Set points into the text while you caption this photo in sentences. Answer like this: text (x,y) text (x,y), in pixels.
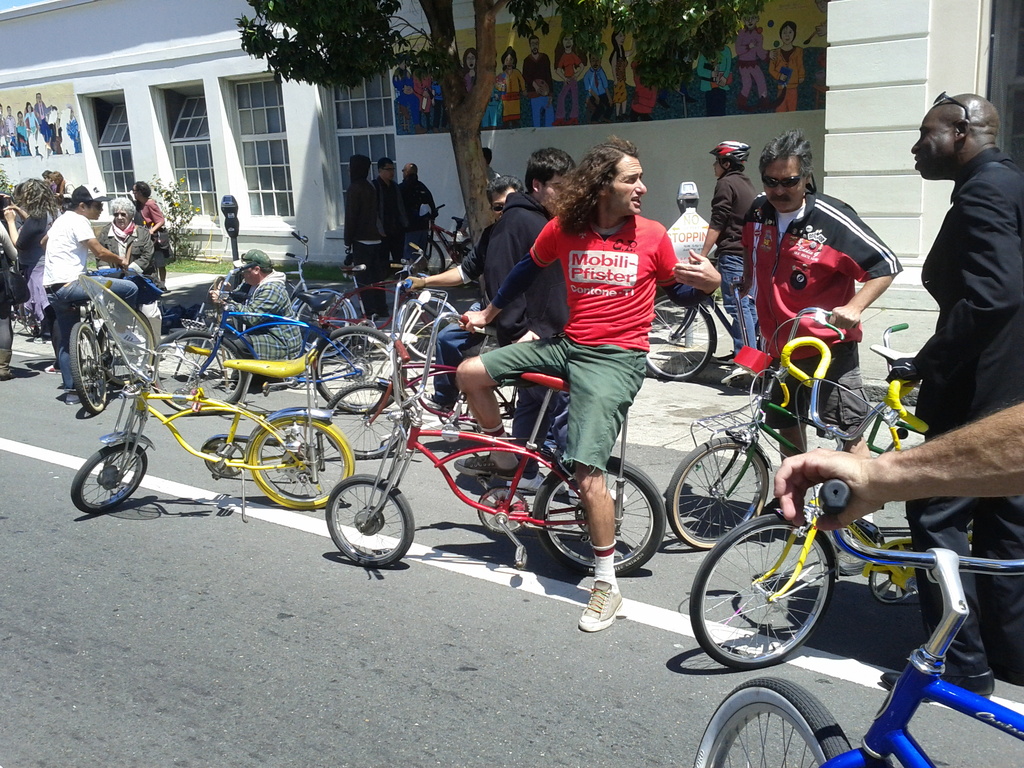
In this picture we can see people (1020,473) and bicycles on the road (330,634) and in the background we can see a building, trees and posters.
